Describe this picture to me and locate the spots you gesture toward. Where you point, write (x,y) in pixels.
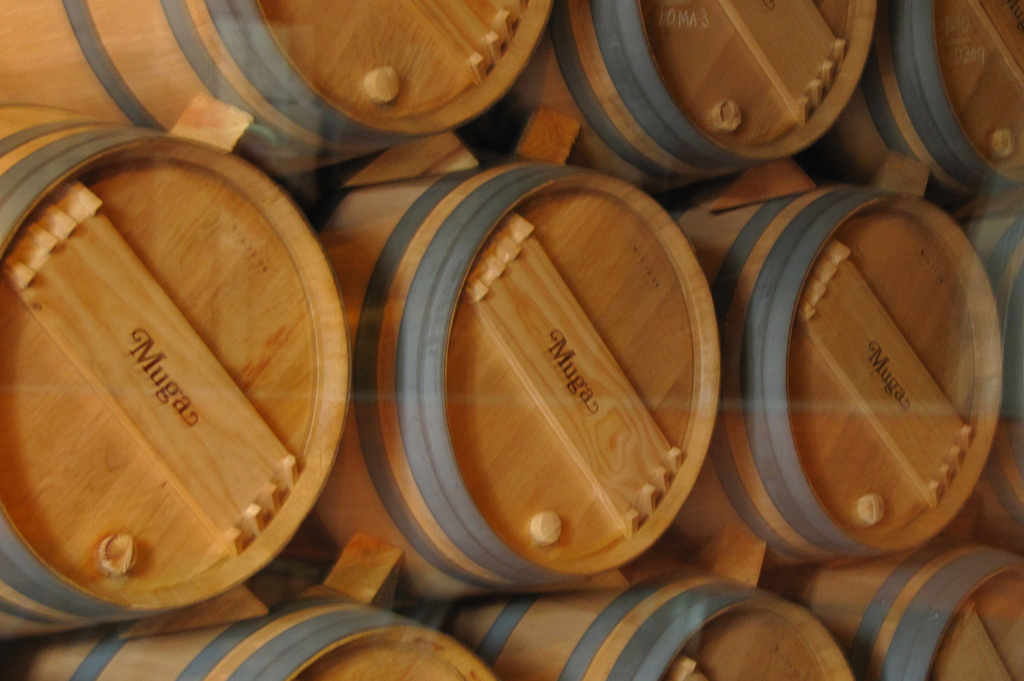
In this picture we can see barrels (87,505) and names (889,362) on wooden planks (870,362).
